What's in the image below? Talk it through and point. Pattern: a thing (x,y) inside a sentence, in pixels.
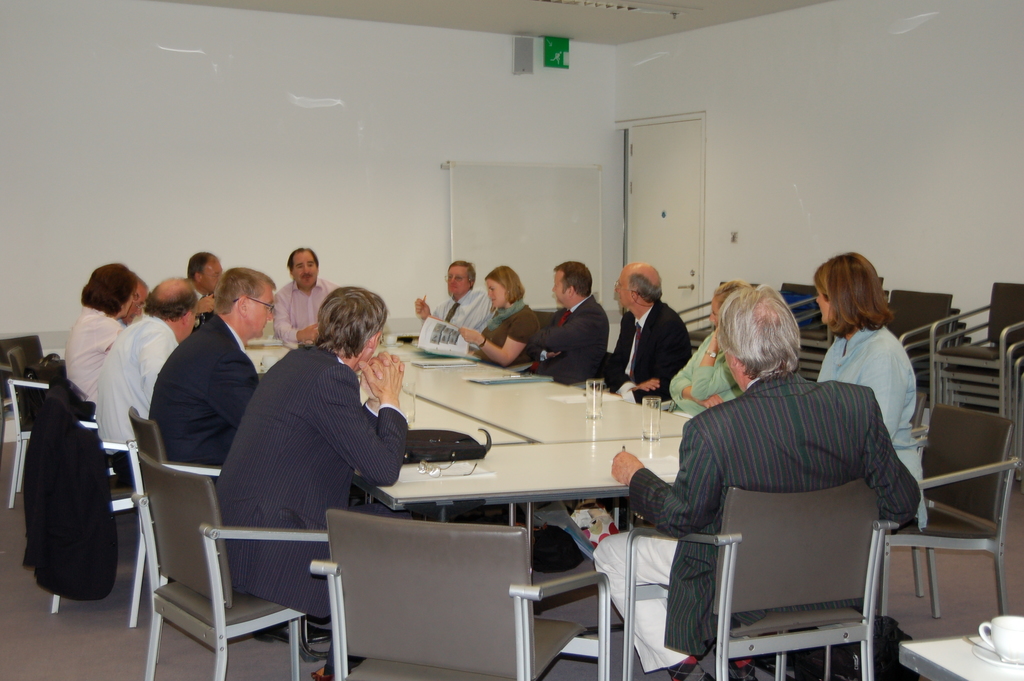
This picture is clicked inside the room (14,528). I think this might be a conference hall (922,591). We see many people (686,366) sitting on chair (492,544) around the table (408,500). On table (562,420), we can see glass (594,394), black bag (435,450), spectacles (427,471), book (429,348), paper (487,378), file (524,380) and behind this people (827,277), we see many empty chairs (817,312) and behind this empty chair (972,353), we see a wall (824,168) which is white in color and beside that, we see a white door (647,217) and on background (578,194), we see white board (532,211).
